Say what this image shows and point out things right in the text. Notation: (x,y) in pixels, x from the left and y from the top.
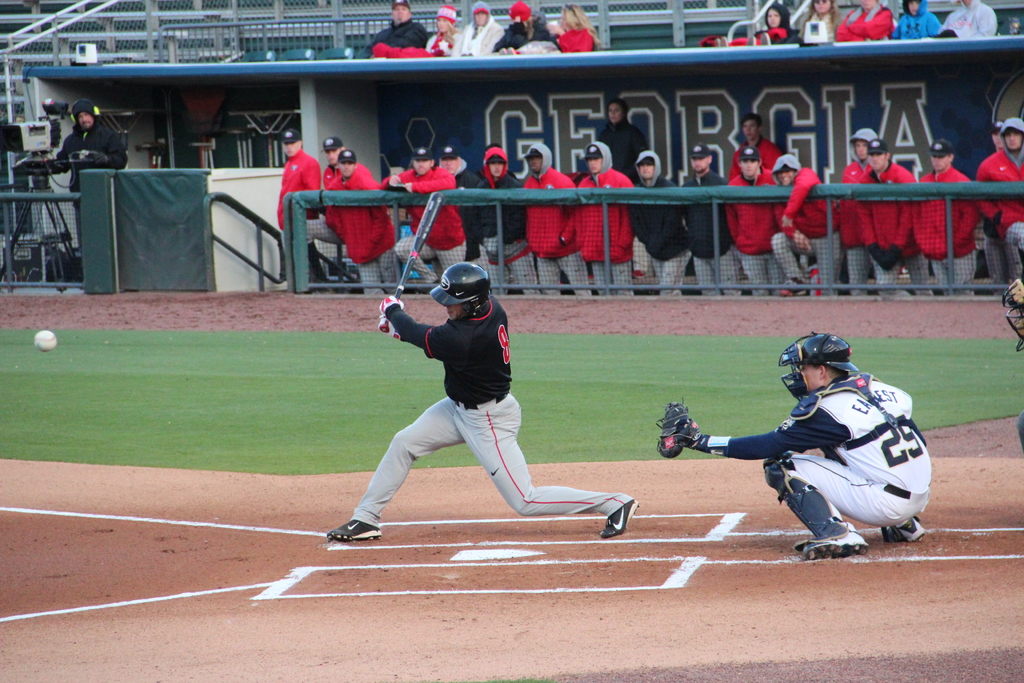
In this picture a man (421,427) holding a baseball bat (412,263) in his hand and he wore a helmet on his head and I can see a ball (39,334) in the air (54,349) and a man (773,467) on the back (830,421), he wore a helmet (793,381) and gloves (680,413) to his hands (670,437) and I can see few people (445,234) standing and few are seated and I can see a man (92,156) standing and holding a camera (17,126) with the help of stand (48,212) and I can see grass (258,406) on the ground (185,475) and looks like a stadium (268,495).
